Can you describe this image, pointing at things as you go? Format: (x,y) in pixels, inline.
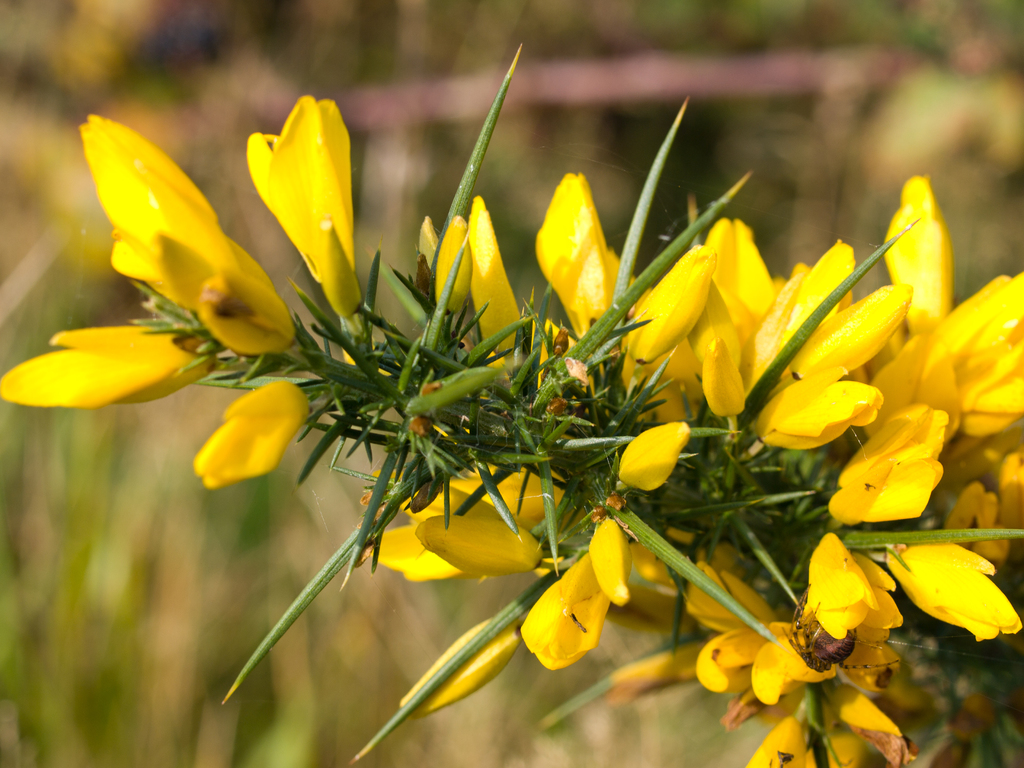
In the image there is a stem (563,377) with leaves (478,392), yellow flowers (658,397) and buds (435,385). And also there is an insect (822,646) on the flower (825,626). And there is a blur background (295,699).
